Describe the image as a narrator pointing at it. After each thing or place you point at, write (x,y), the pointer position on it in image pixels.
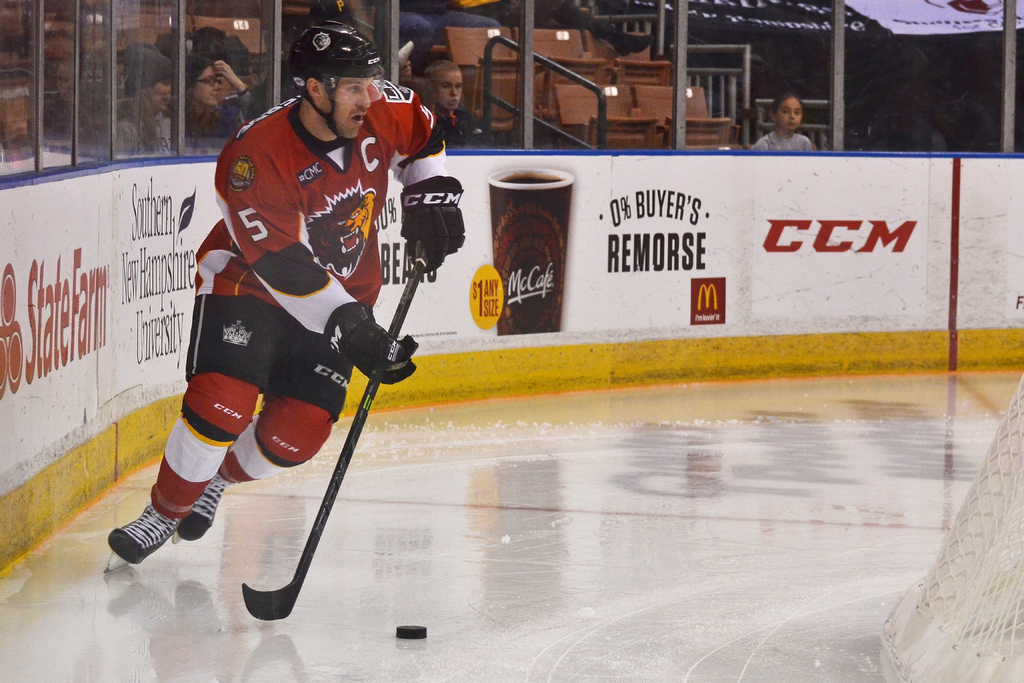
The picture is taken during the game of a ice hockey. On the left (314,261) there is a person (275,395) skating and holding a stick (318,538). At the top (146,217) there is railing (671,150) and wall (127,191), outside the wall (36,209) there are people (219,81), chairs (551,72) and railing (535,58). On the right (932,617) there is a net post (984,565).
